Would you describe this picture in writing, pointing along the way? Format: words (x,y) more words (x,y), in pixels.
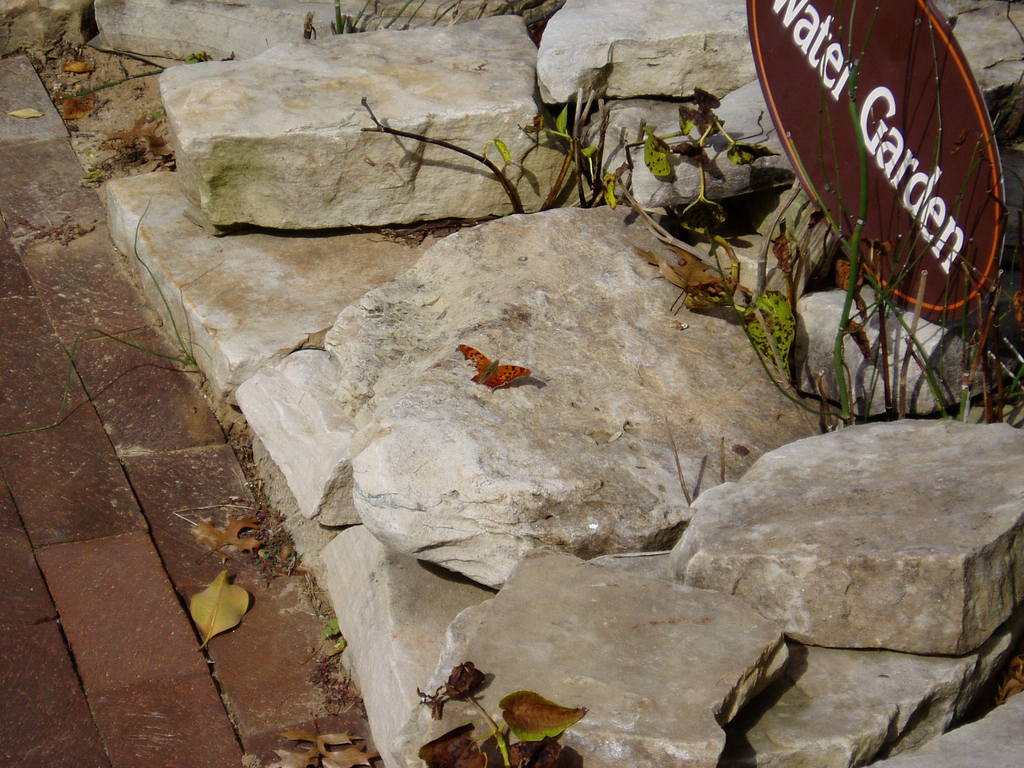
In this image I can see a butterfly (503,371) on the rock (437,385). I can see a brown board (916,115), few leaves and rocks (428,75).
